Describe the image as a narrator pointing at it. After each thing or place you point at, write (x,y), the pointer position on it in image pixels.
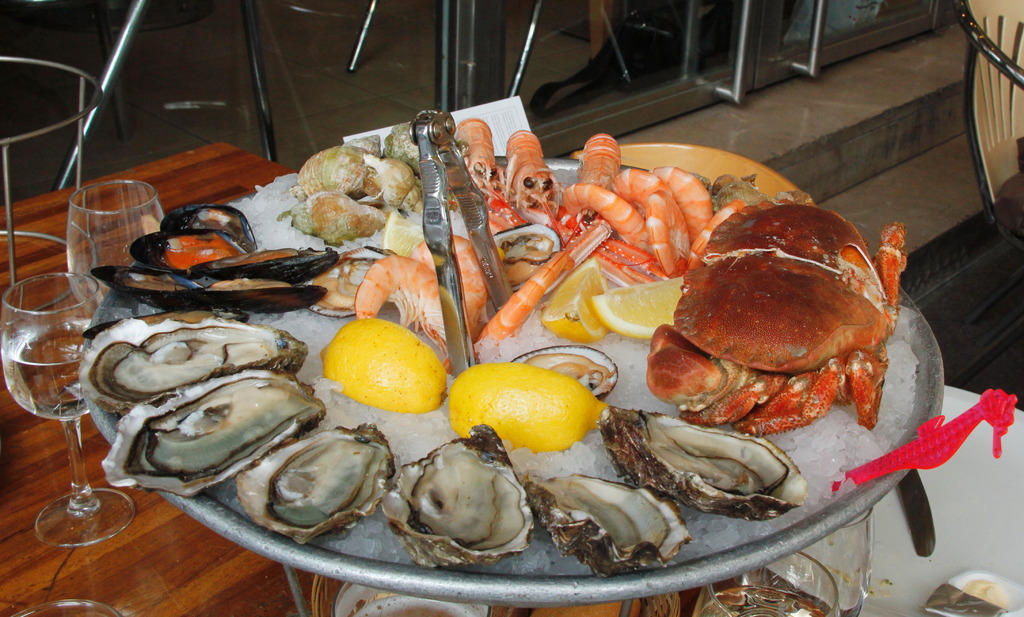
In this image I can see a brown colored surface (174,570) and on it I can see few glasses (82,199) and a plate (578,589). On the plate (704,546) I can see some ice (812,427), few shells (446,460), few crabs (658,350), prawns (652,229) and few other food items (646,325). In the background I can see chairs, few stairs (804,103) and the glass doors (714,94).
